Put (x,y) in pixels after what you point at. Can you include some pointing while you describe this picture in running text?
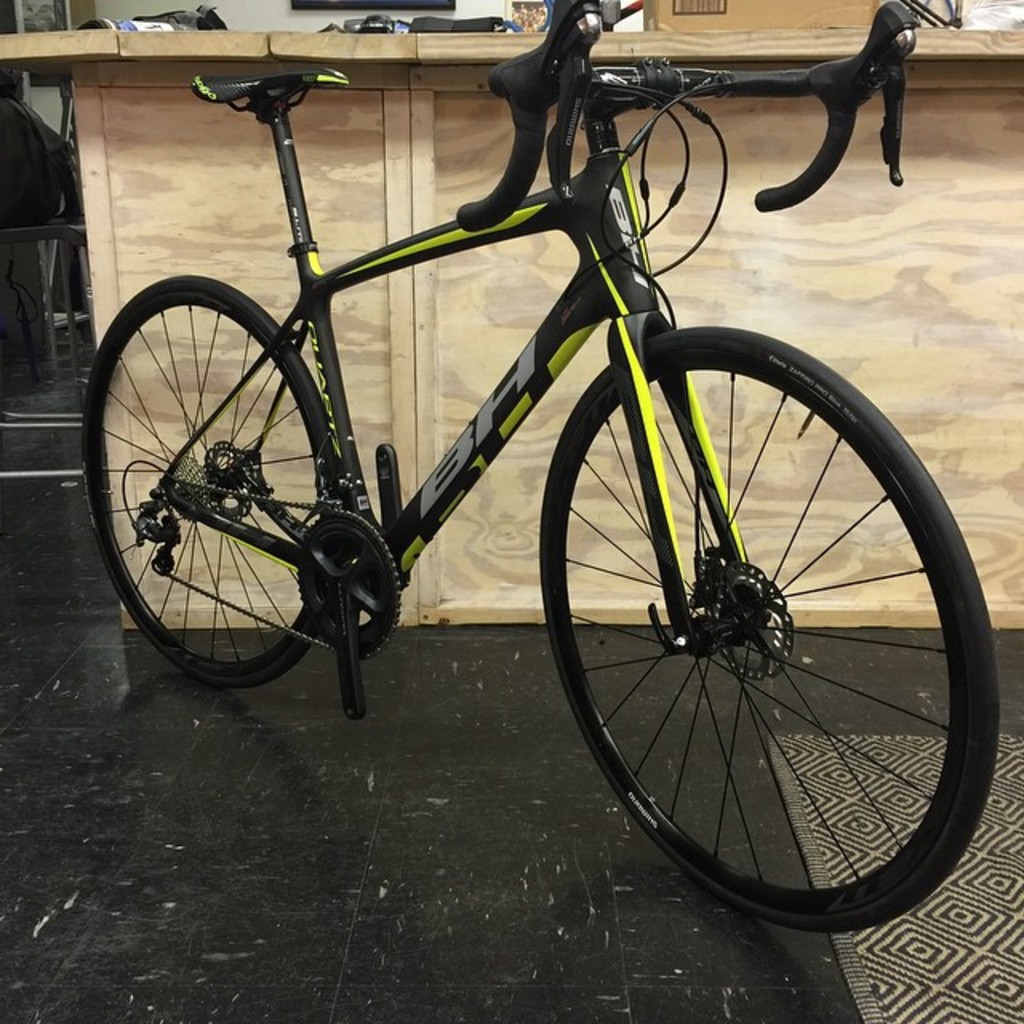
In this image there is a bicycle (946,794) on the floor (411,827). Behind there is a table (547,140) having a cardboard box (678,27) and few objects (387,24) on it. Left side (8,414) there is a table (54,423) having a bag (67,195) on it. Background (366,4) there is a wall (461,11) having few frames (294,3) attached to it.
